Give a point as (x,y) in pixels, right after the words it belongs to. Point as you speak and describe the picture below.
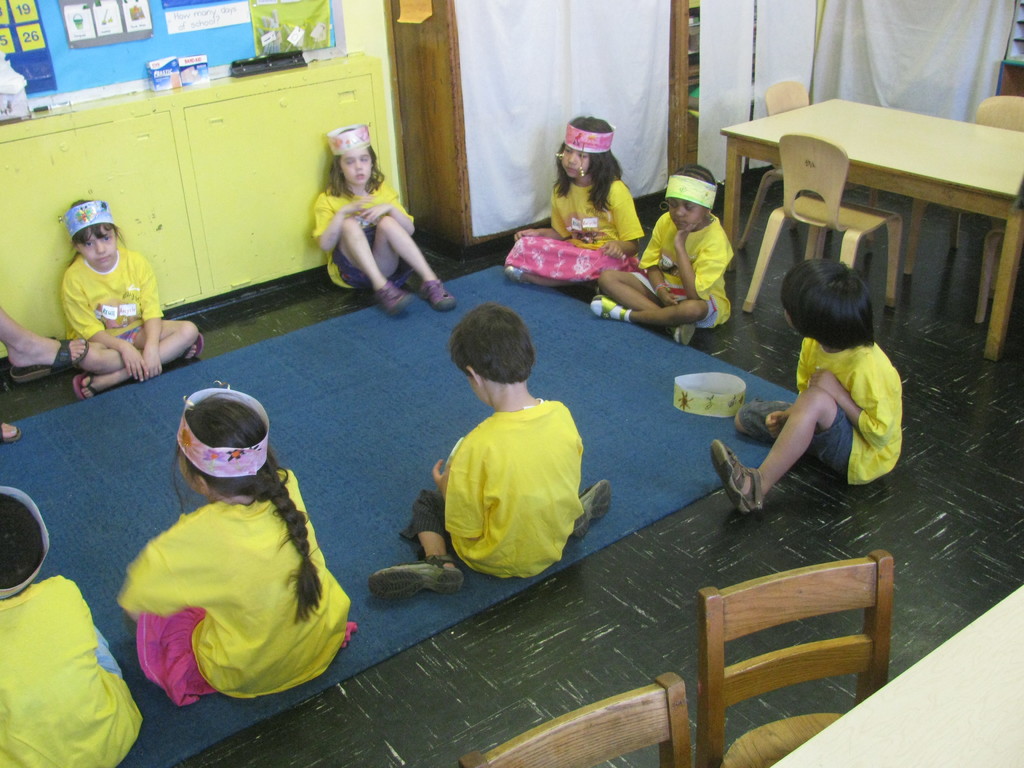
In this picture we can see a group of children's (838,330) sitting on floor (406,280) where this children's (130,278) wore some hair band (602,137) and in background (422,155) we can see cupboards (323,97), poster (213,17), tables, chair (798,207), curtains (738,101).
